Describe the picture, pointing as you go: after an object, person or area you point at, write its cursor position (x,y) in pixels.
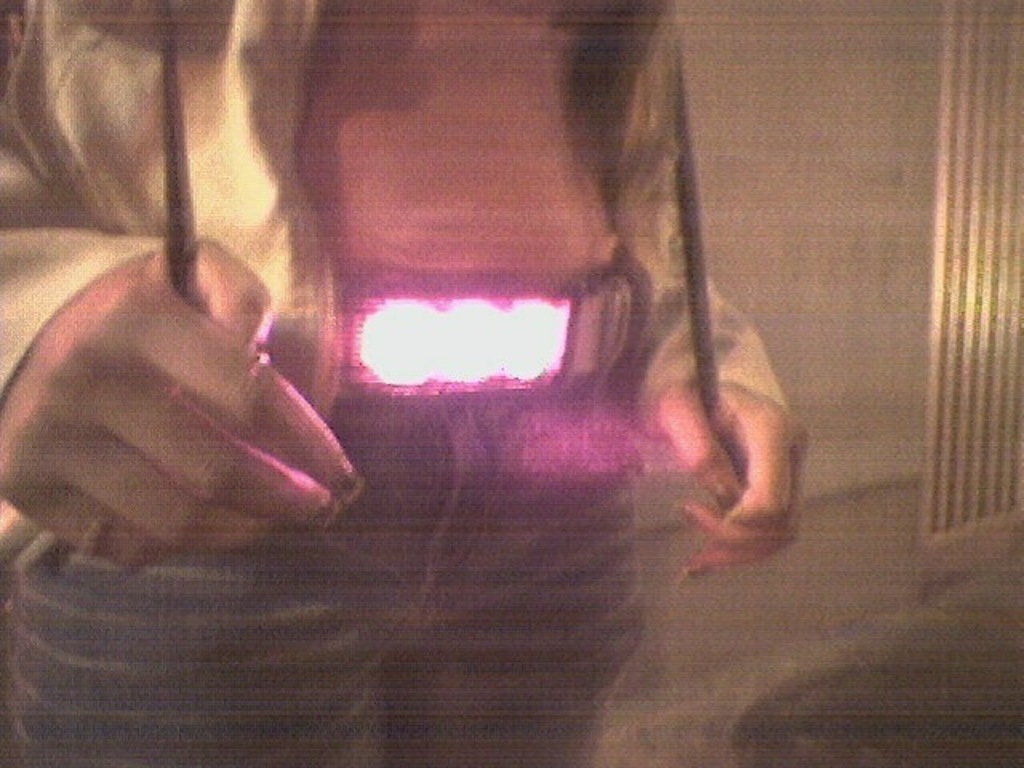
There is a person (21,478) in the foreground of the image (647,52) wearing a jeans (461,599) and a jacket (185,38). In the background of the image (825,260) there is a wall (798,235).
